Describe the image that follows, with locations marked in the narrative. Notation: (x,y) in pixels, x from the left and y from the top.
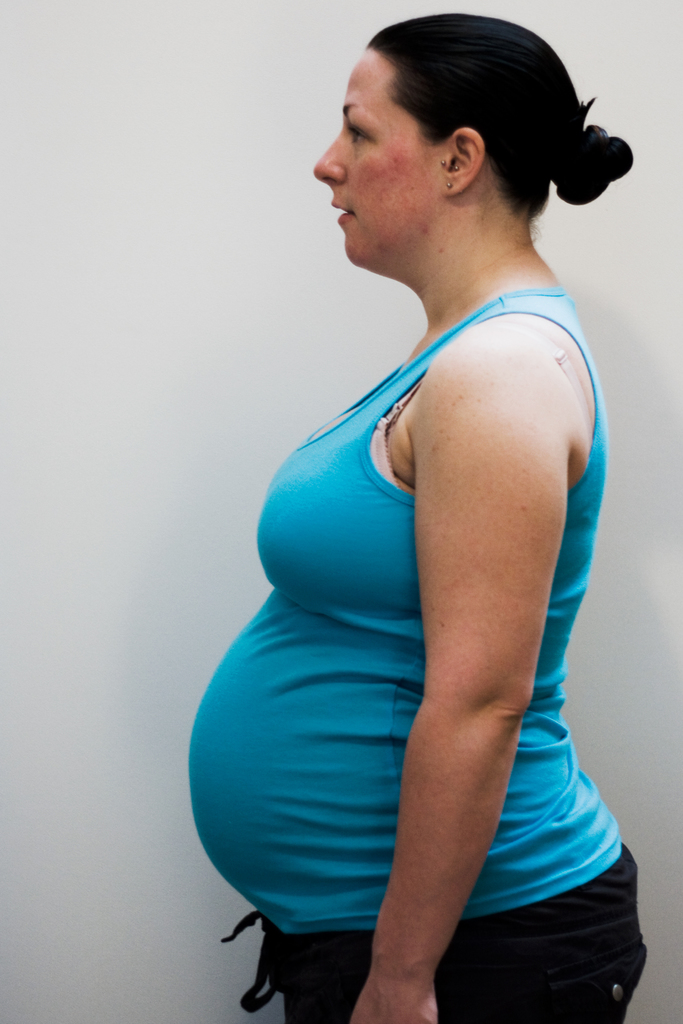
In the picture I can see a woman (383,597) is standing. The woman (378,621) is wearing a blue color top (354,616). The background of the image (186,227) is white in color.
